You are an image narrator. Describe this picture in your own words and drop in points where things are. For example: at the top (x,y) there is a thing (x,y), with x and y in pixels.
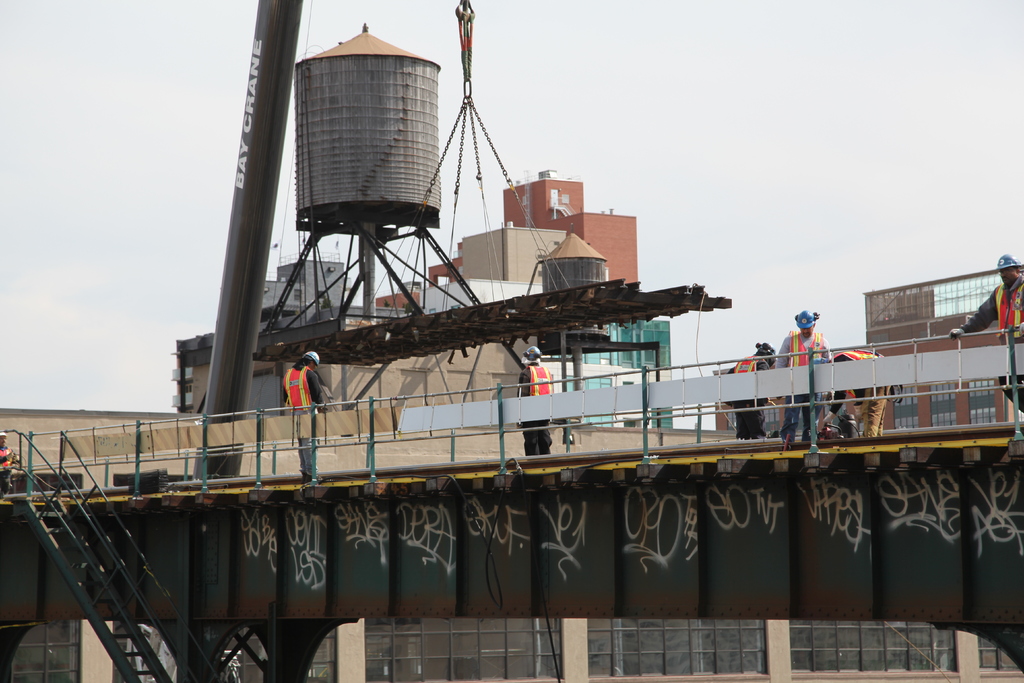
In this image we can see some group of persons (830,413) wearing jacket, helmet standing on the floor (953,452) which is made of iron (793,458) and in the background of the image (437,250) we can see water towers (552,283), hooks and there is a building (433,279), top of the image (658,171) there is clear sky (965,180).
